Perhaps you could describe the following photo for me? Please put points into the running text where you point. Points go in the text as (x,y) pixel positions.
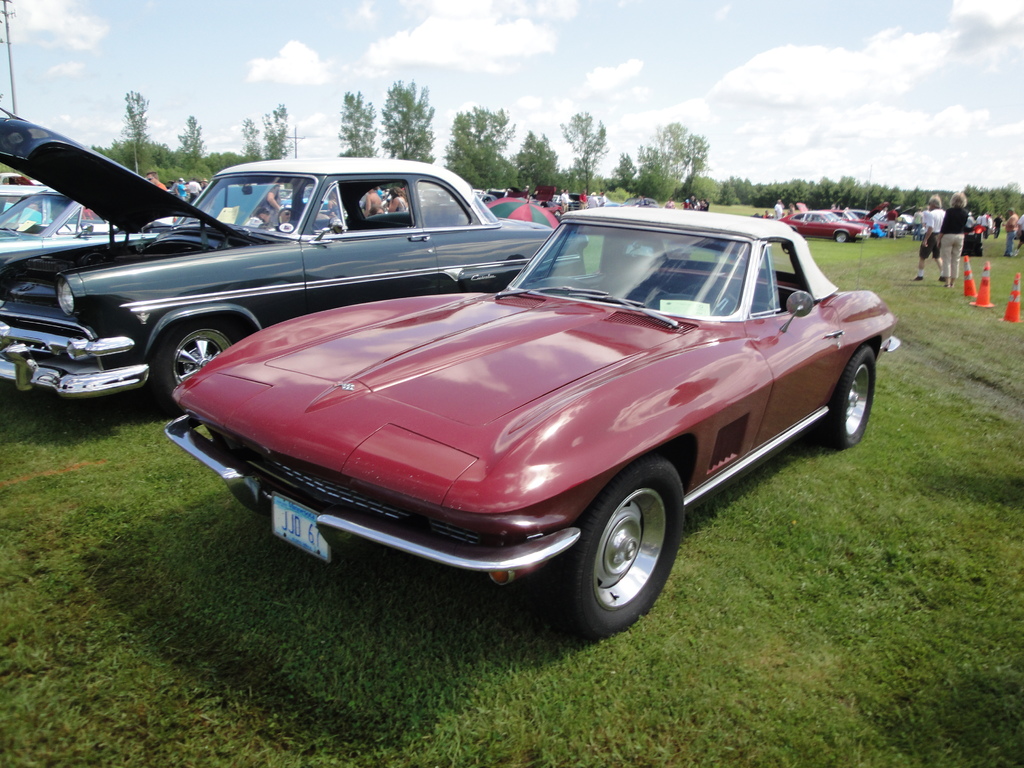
In the center of the image (467,288) we can see cars (460,401) on the grass (963,311). In the background (797,213) we can see traffic cones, persons (402,211), cars (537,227), trees (216,167), poles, sky (196,44) and clouds (456,45).
